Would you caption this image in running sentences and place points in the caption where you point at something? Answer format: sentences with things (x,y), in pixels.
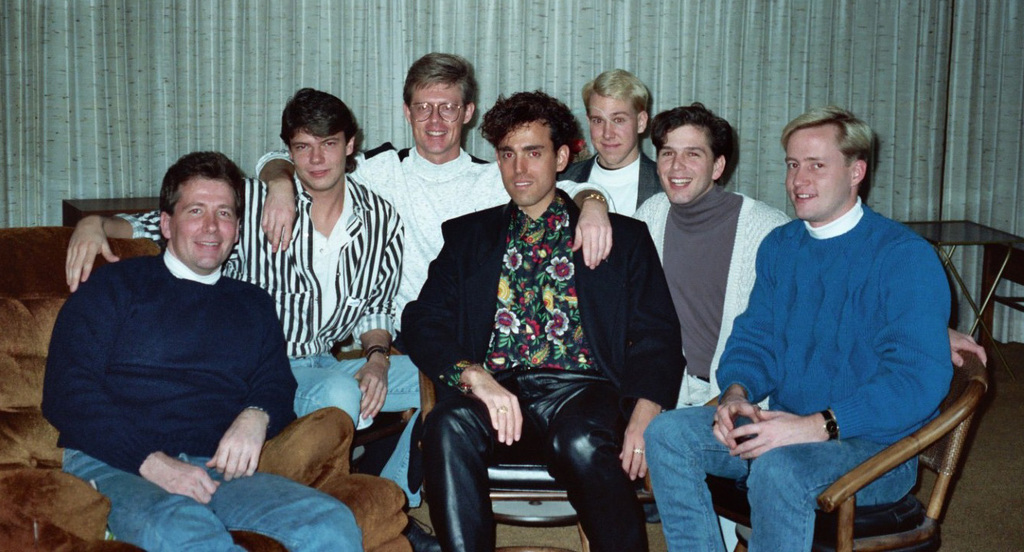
As we can see in the image, in the front (863,346) there are few people (549,143) sitting and laughing. In the background (376,48) there is a curtain (287,45).
